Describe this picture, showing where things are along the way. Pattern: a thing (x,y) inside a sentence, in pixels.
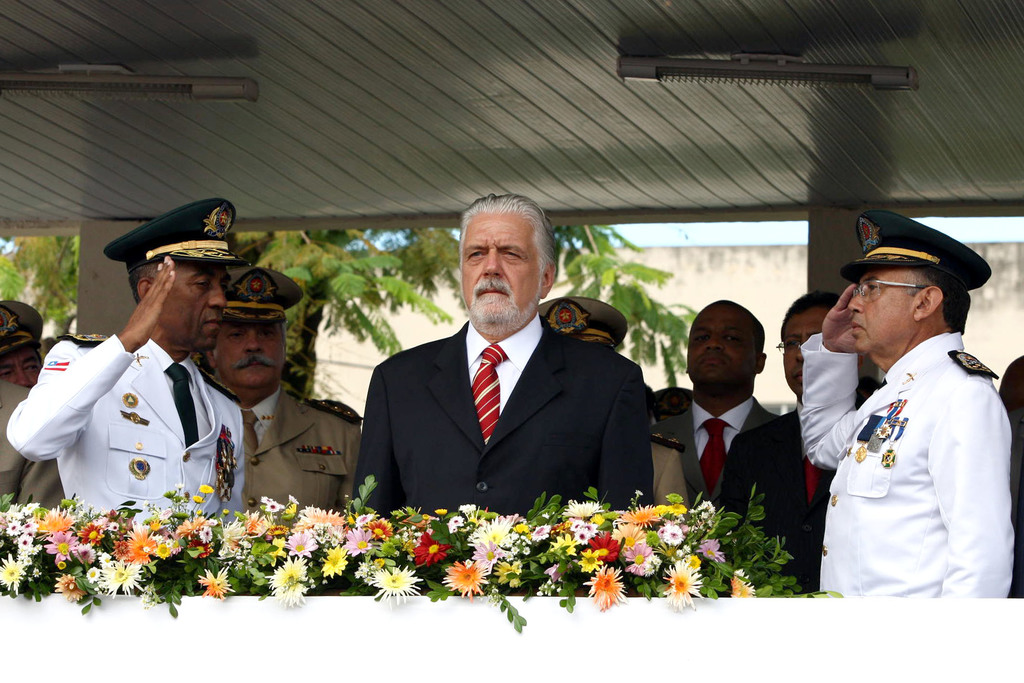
In this image there is a man (527,363) in the middle (519,373) who is wearing the black suit (457,430). There are two officers (169,413) beside him who are saluting. In front of him there is a flower garland (461,546). In the background (248,369) there are few other officers (727,370) standing on the floor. At the top (245,93) there are lights (635,73). In the background (340,254) there are trees (423,262) beside the wall (752,266).
